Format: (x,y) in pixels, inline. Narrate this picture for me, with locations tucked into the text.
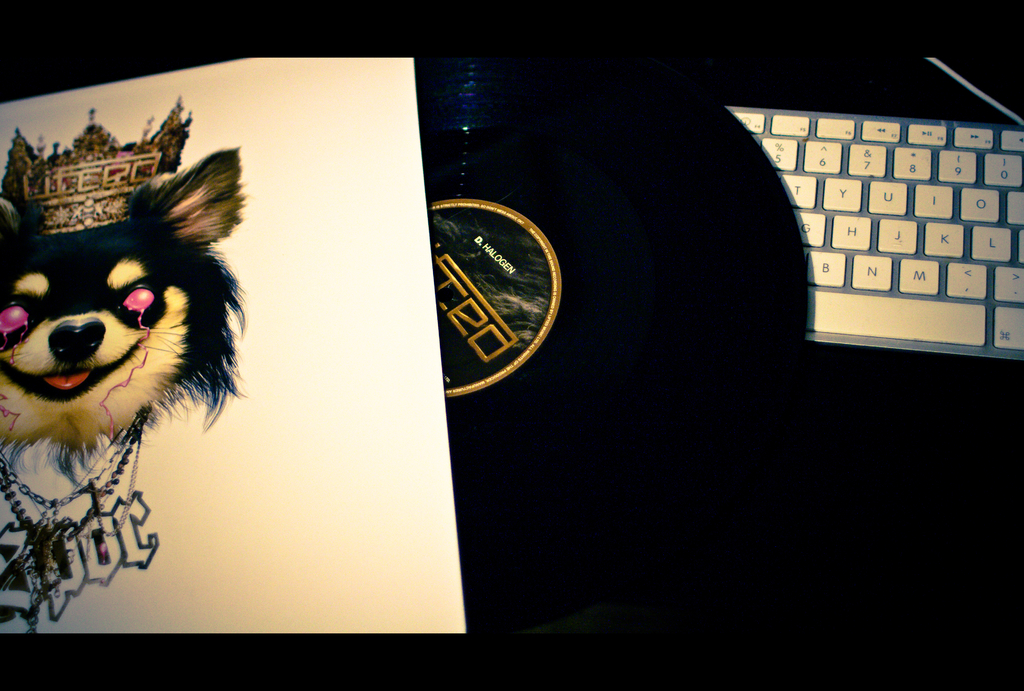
Here in this picture we can see a table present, on which we can see a key board (929,264), a music disc (570,336) and a paper (372,251) on which we can see a dogs face (20,386) over there.
